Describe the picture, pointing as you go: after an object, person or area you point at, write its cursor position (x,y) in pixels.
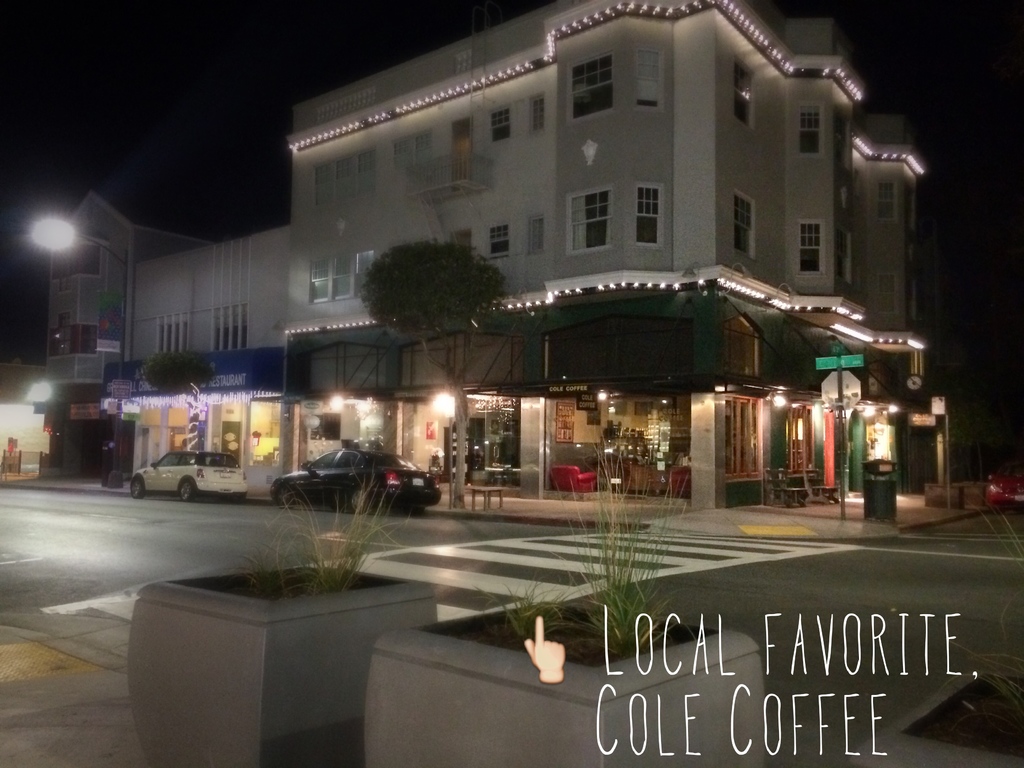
In this picture, we can see a few buildings (654,146) with lights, windows (573,237), posters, and we can see stores (258,473), poles (844,513), lights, sign boards (834,363), vehicles (227,482) and plants (649,636), and we can see some text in the bottom right corner (920,614).
